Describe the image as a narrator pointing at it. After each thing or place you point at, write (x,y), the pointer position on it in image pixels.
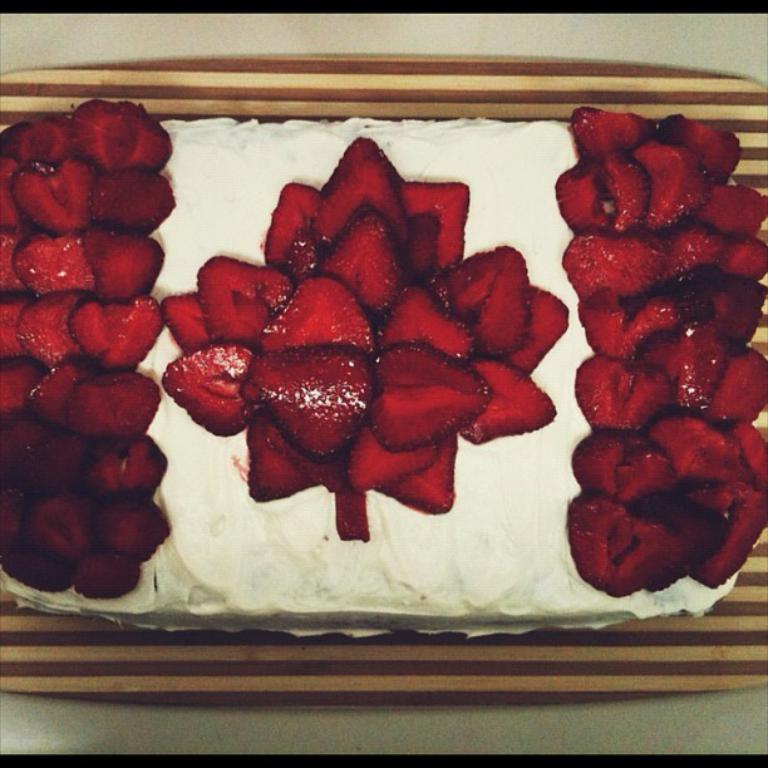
Here we can see a cake (432,398) garnished with strawberries (424,317) which is on a platform (713,684).
